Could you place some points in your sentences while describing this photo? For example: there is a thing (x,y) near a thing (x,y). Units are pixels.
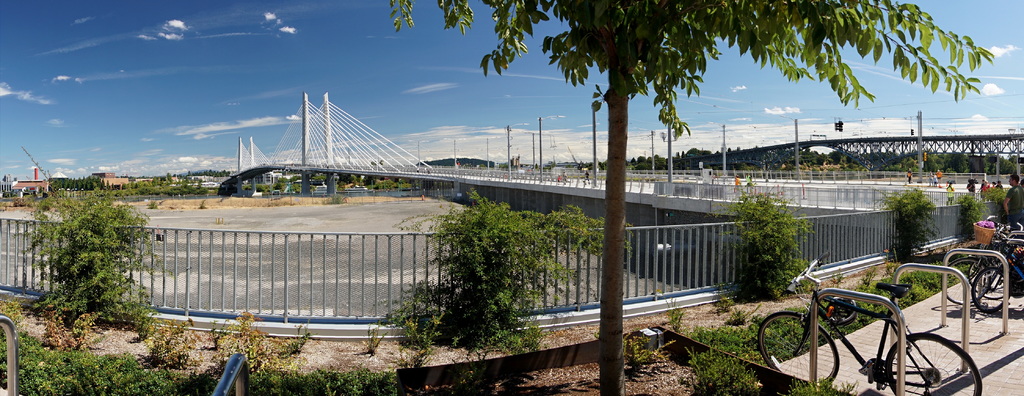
In the foreground of this image (1011,276), on the right (913,338), there are bicycles (983,289) in between poles (904,328), plants (763,235), railing (817,241), two bridges (779,155), few poles (670,151) and the trees (955,165). On the left (10,337), there are two poles (14,364) on the bottom (9,324) and we can also see plants (142,301), railing (167,255), land (316,224), trees (181,184), buildings (45,184) and a tree (610,256) in the middle (612,204). On the top (312,62), there is the sky (299,35) and the cloud (266,18).
